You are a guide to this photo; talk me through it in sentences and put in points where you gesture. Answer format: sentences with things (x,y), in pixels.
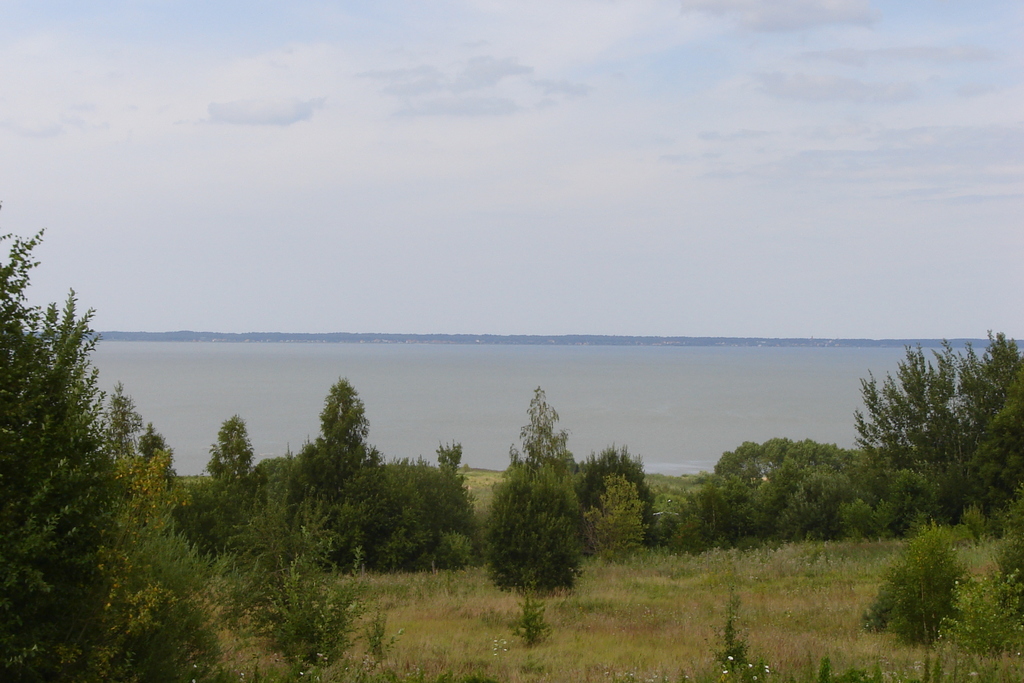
In this image on the foreground (354,553) there are trees (551,509), plants (342,613). In the background (496,386) there is water body (454,354). The sky (499,129) is cloudy.
